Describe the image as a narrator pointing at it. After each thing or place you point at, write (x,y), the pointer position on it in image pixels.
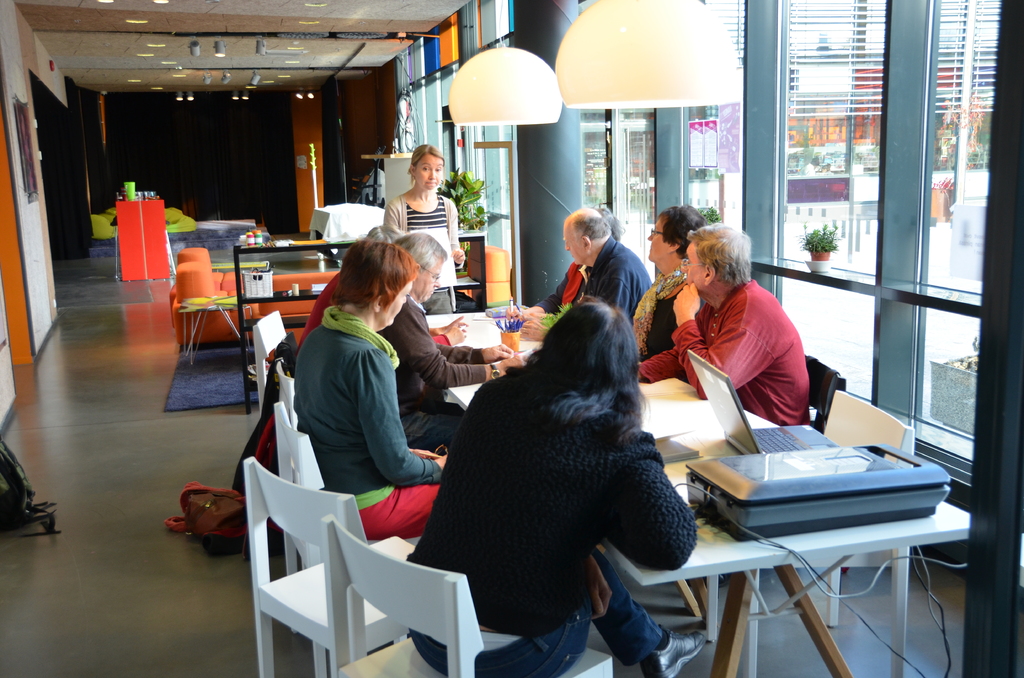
there are so many people (409,374) sitting around a table (706,541) and then there is a laptop (759,442) and printer (877,469) and the lights (587,78) from the top.
